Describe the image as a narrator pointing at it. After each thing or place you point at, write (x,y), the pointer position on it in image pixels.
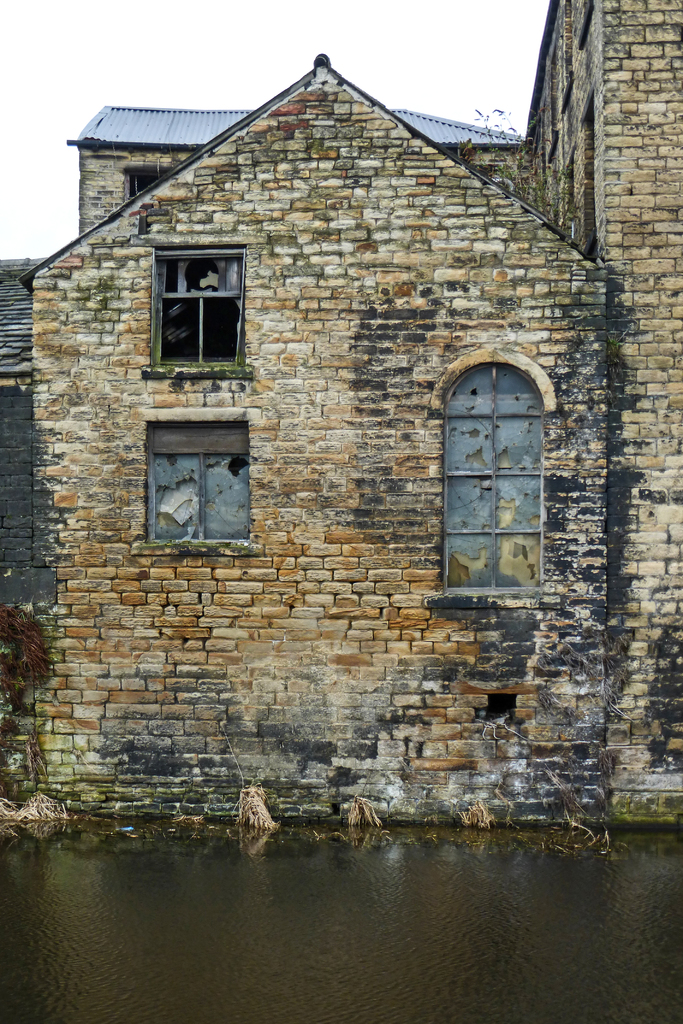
In the image in the center (230,359), we can see the sky (486,48), clouds (481,62), water (67,928), windows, roof (459,133) and the brick wall (335,363).
